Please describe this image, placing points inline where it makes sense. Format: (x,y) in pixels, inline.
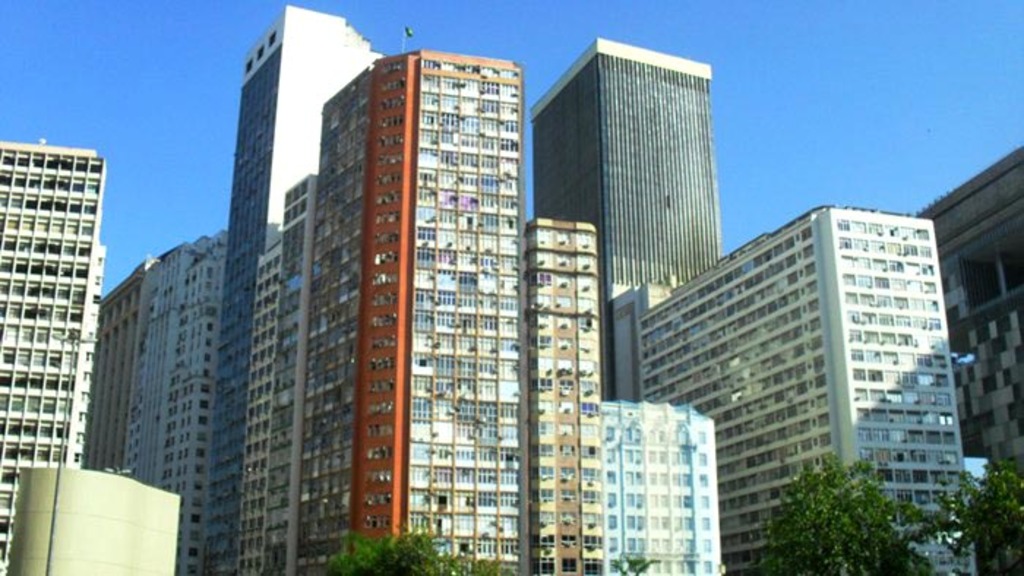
These are buildings (803,328) and trees (772,525), this is sky (854,99).
